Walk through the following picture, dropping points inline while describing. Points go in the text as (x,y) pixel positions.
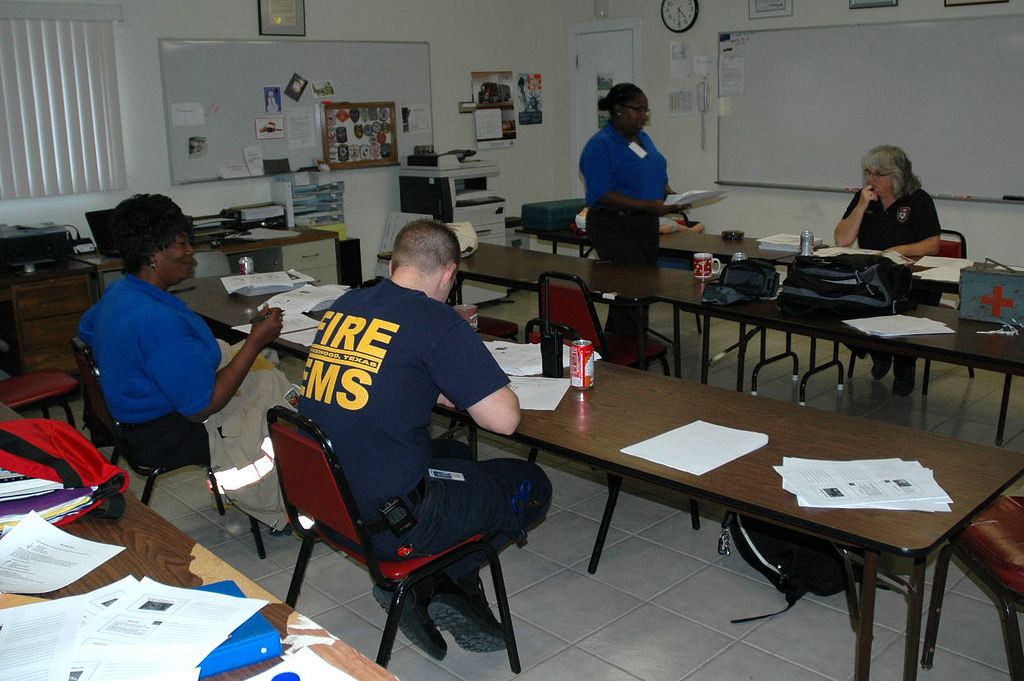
Person (509,404) sitting on the chair (353,532) near the table (790,497) and on the table (596,408) there are paper (685,444), bottle (582,371) and on the wall (688,117) there is clock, posters (732,79) and near there is door (585,89) xerox machine (462,186) and bag (57,469).
